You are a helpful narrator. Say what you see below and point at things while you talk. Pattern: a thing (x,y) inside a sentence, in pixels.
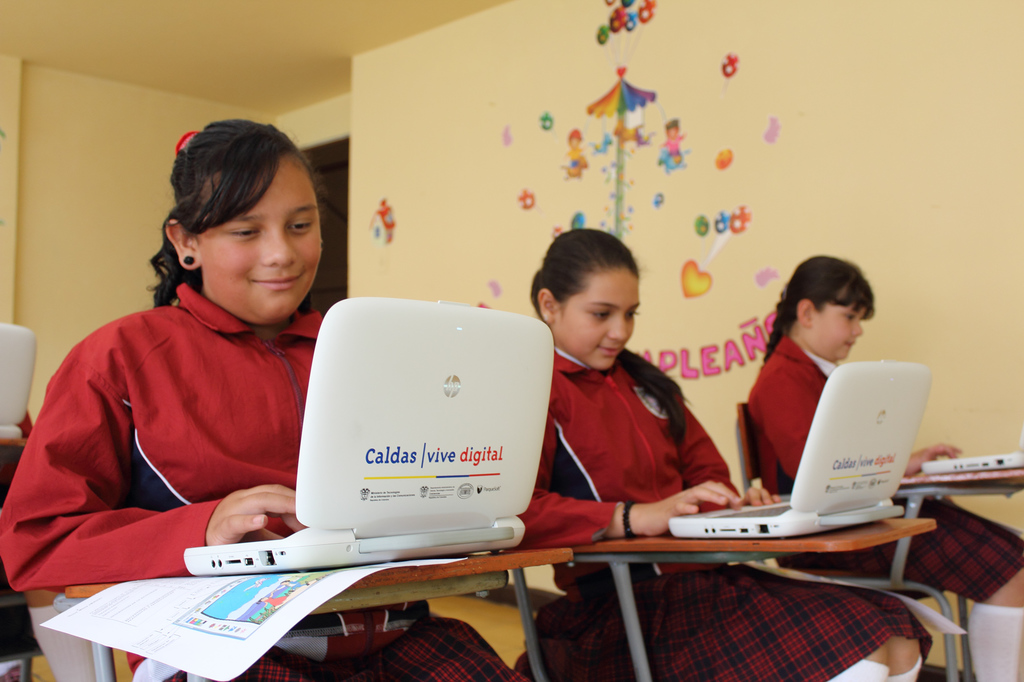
In the image we can see there are girls (818,352) who are sitting on chair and in front of them there is laptop (858,459) on the table (1010,490).
